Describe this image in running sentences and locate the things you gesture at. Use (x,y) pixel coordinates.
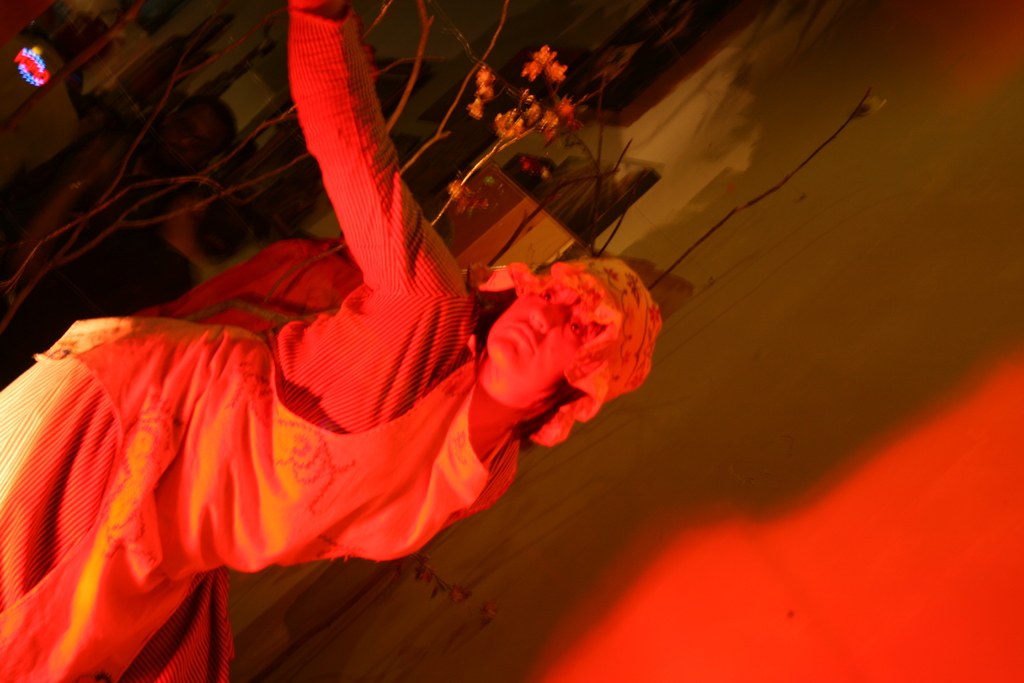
There is a person (376,321), on the background (856,134) we can see person (182,162), plants (481,91) and wall (782,306).
